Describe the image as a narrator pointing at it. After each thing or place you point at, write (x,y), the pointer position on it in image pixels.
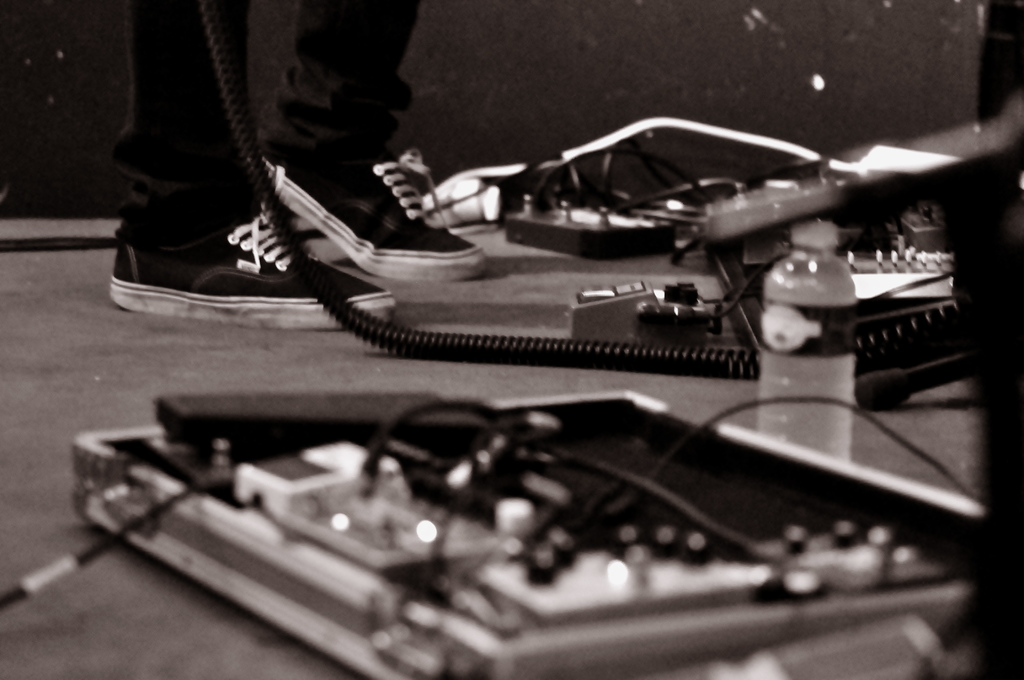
In this image, we can see the legs (225,173) of a person (181,177), there are some objects (604,528) on the surface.
